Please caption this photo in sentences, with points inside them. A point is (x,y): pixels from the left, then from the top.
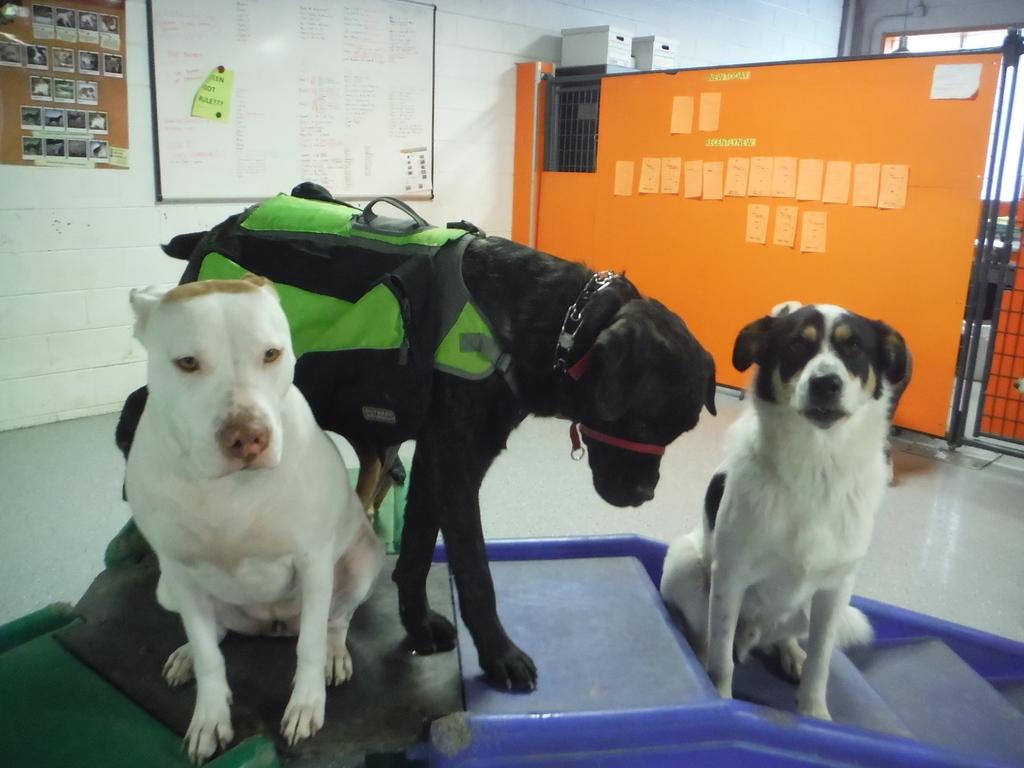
In this image there are dogs (793,561). At the bottom (869,699) we can see stairs (545,720). On the right (839,203) there is a board (888,224) and we can see notes (731,185) placed on the board (835,253). In the background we can see some boards (152,111) placed on the wall (463,143).
